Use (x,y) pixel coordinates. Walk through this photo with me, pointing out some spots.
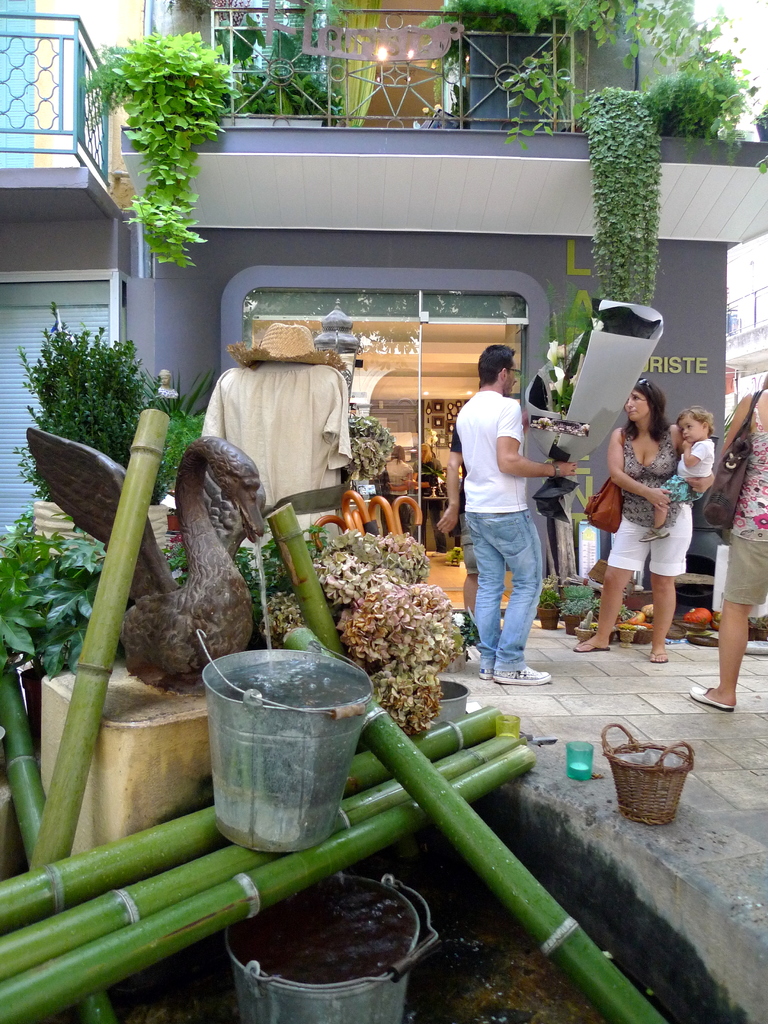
In this picture I can observe bamboo sticks (184,840) which are in green color. On the left side (231,469) I can observe statue (214,618) of a swan (216,580). In front of the statue (218,592) there are two buckets (301,802). On the right side (649,485) I can observe some people (519,493) standing on the floor (568,638). In the background (509,115) I can observe house (231,113) and some plants (198,137).
